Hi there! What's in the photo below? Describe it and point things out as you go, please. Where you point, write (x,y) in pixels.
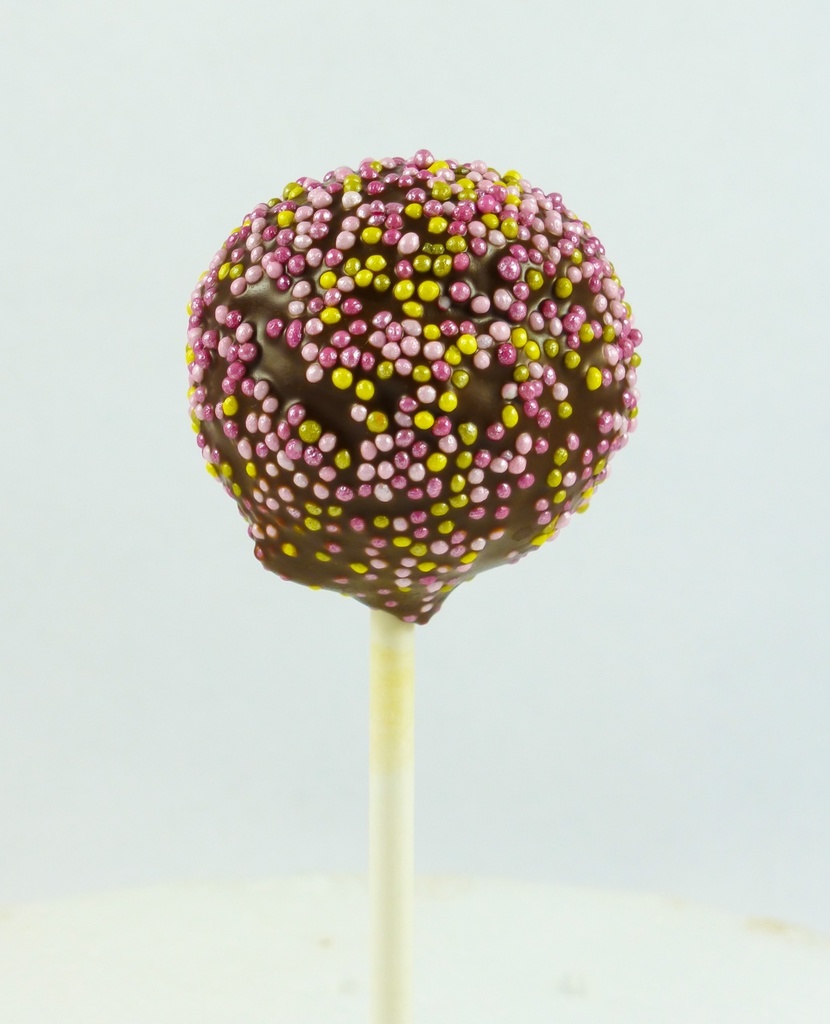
In the picture we can see a lollipop (384,679) and it is with brown color cream (366,572) and to it we can see yellow and pink color dots (377,492).
